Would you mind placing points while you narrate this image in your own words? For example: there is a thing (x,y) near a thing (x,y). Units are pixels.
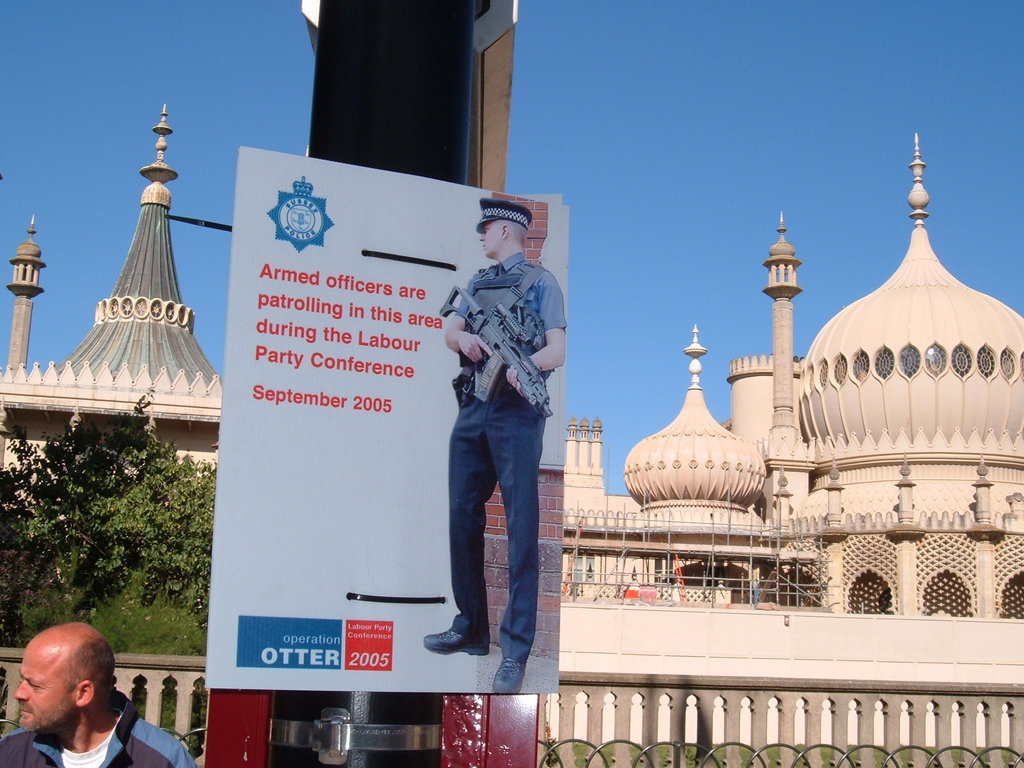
In front of the image on the pole (390,145) there is a poster (455,383). On the poster (402,405) there is an image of a man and text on it. In the bottom left corner of the image (77,737) there is a man (97,705). Behind the man (57,681) there is railing (776,748). Behind the railing (988,758) there are trees (152,601). And in the background (878,311) there is a palace (841,454). At the top of the image (575,84) there is sky (744,83).
